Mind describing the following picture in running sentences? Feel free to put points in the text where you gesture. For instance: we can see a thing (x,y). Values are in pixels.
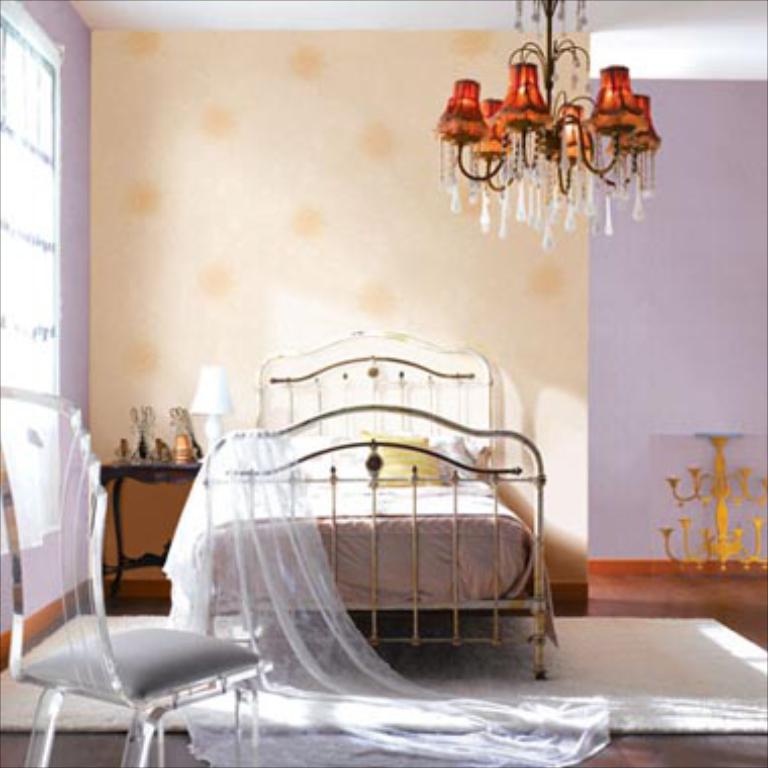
In this image in the center (348,457) there is one bed (377,467) on the bed (405,444) there is a pillow (382,458) and some blankets (264,470), and on the left side (162,679) there is a chair (99,674) and in the background (192,303) there is a wall (213,347) and tables (145,470). On the table (125,473) there is lamp (208,433) and some toys (186,430) and at the top (549,149) there is chandelier (452,123), on the left side (17,182) there is a window (17,338) and at the bottom (744,631) there is floor (598,609).
